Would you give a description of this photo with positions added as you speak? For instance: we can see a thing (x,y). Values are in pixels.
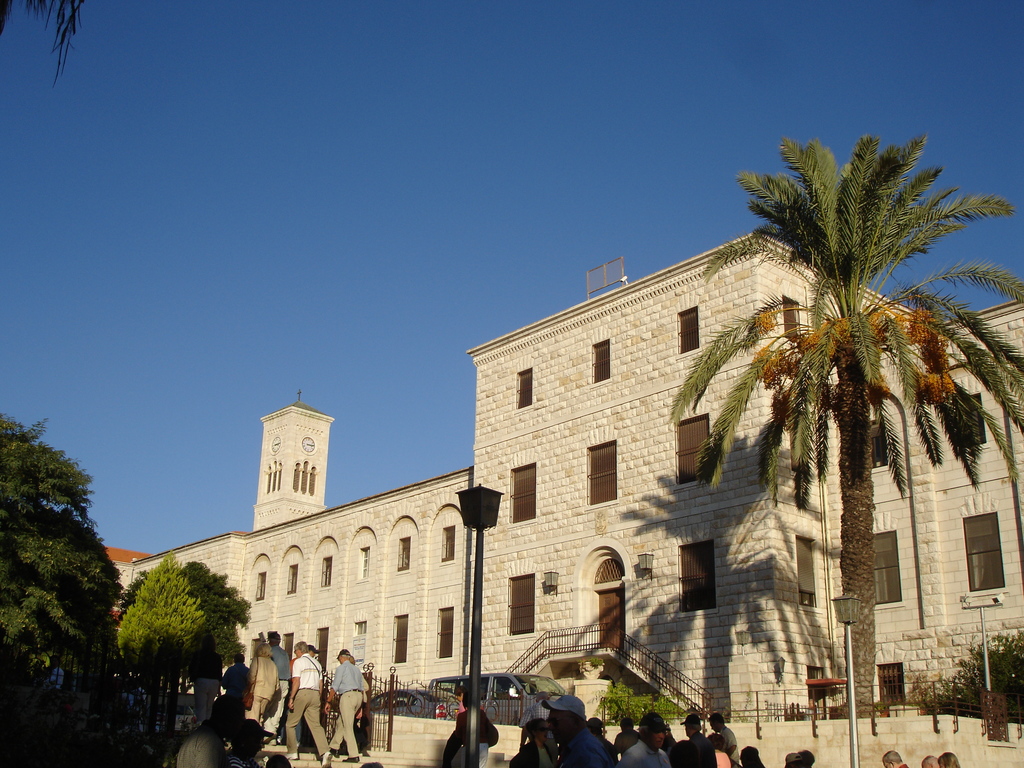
This completely an outdoor picture. On the top of the picture (468,153) we can see a clear blue sky (480,131). This is a building (630,523) with white bricks (565,484). Here we can see a door (607,599). There are windows (608,469). This is a staircase (589,649). In front of the building (583,624) there are plants (655,699). This is a tree (858,535) near to the building (881,601). These are trees (127,638). There is a vehicle (494,697) in front of the building (504,650), beside the vehicle (508,693) there is a car (420,717). This is a light (472,706). In Front of the picture we can see a crowd (579,752). Here we can see few people (354,736) in a walking motion.
